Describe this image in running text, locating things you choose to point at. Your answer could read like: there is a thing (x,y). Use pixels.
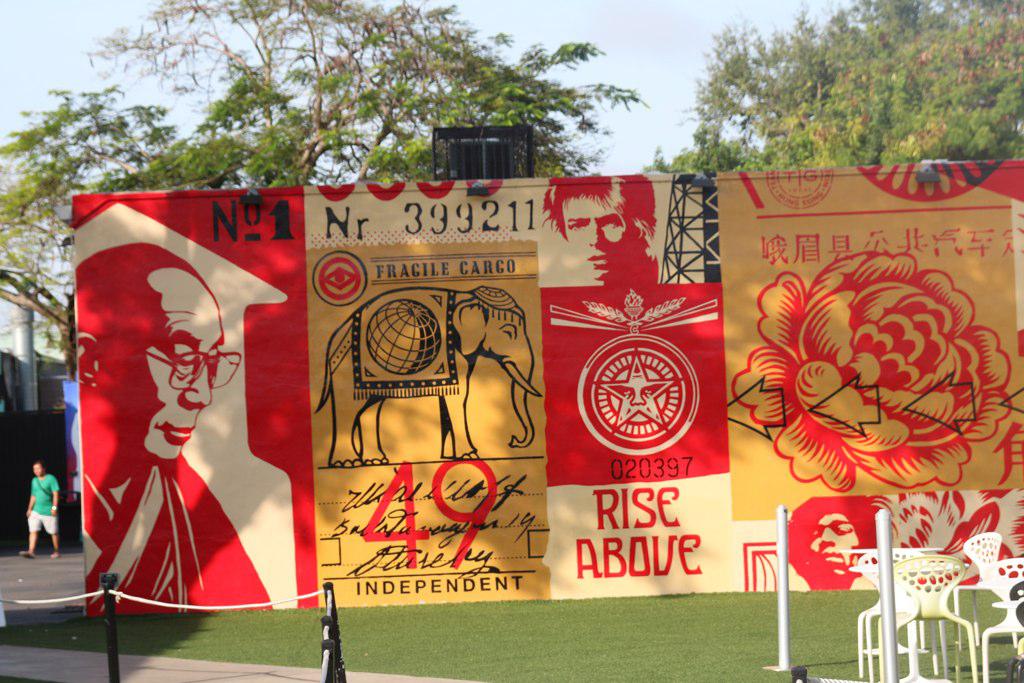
In this picture I can see there is a banner (621,374) and there is elephant (504,348), a flower (756,374) and person pictures (219,557) on the banner (458,372) and in the background (46,515) there is a person (25,555) walking, there are some trees (406,146) and the sky (552,38) is clear.
